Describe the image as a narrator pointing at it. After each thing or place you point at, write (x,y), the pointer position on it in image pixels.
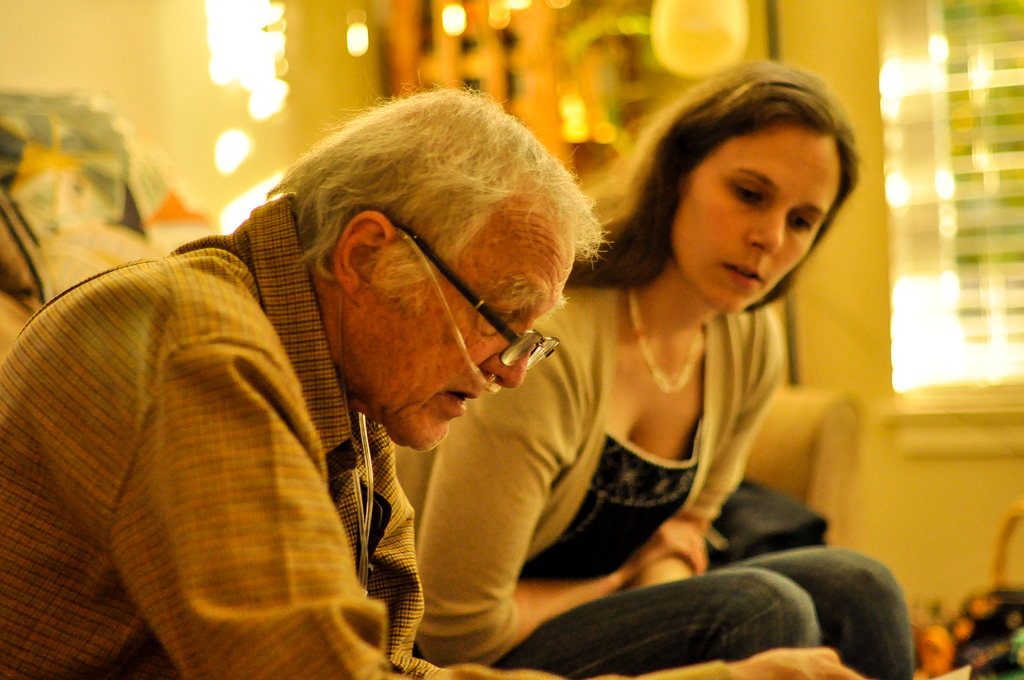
In this image we can see two persons (440,334) sitting on the couch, also we can see the wall (936,495), and the background (158,65) is blurred.
